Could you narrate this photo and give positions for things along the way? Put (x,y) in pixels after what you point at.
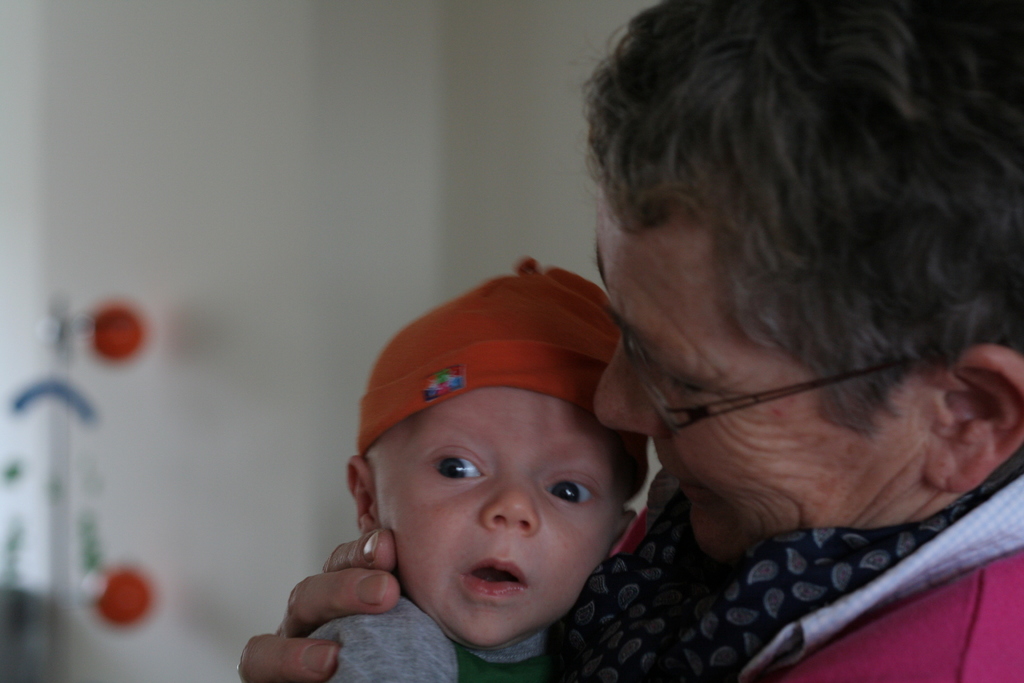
In the image we can see a person (746,561) and a baby (411,653) on the right side of the image (730,612). They are wearing clothes (759,547), the person (726,522) is wearing spectacles (670,416) and the baby (487,344) is wearing a cap (487,344). The background (286,294) is blurred.
